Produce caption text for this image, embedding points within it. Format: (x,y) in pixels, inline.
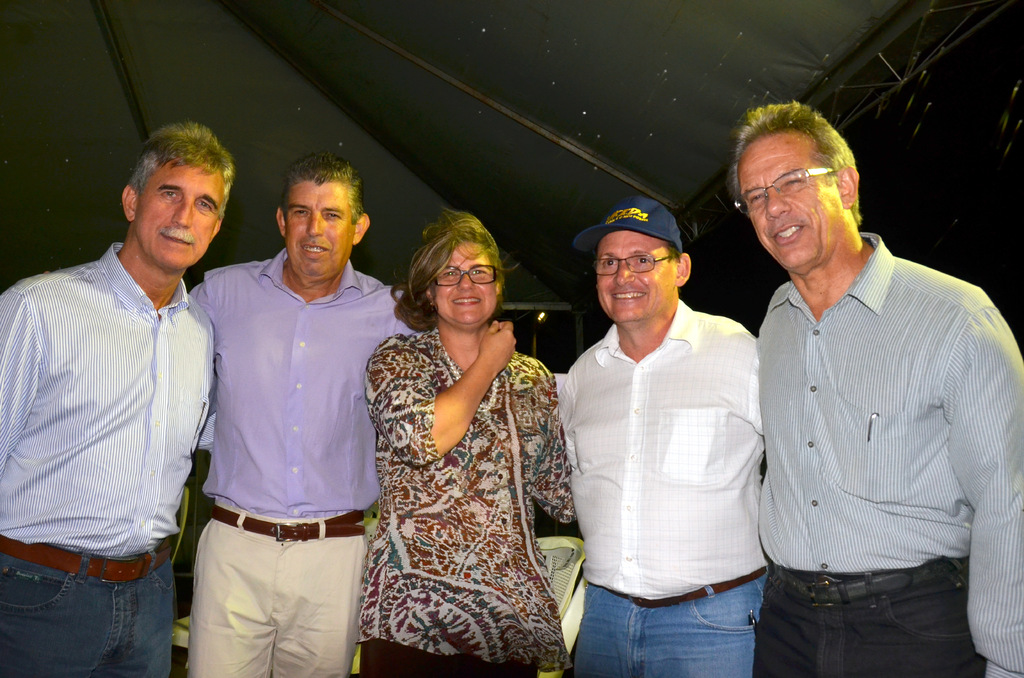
In this image, we can see people (683,515) standing side by side and smiling. In the background (505,166), there are poles (579,150), tent (563,166), light (541,313), dark view (568,354), chair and a few things (562,576).
